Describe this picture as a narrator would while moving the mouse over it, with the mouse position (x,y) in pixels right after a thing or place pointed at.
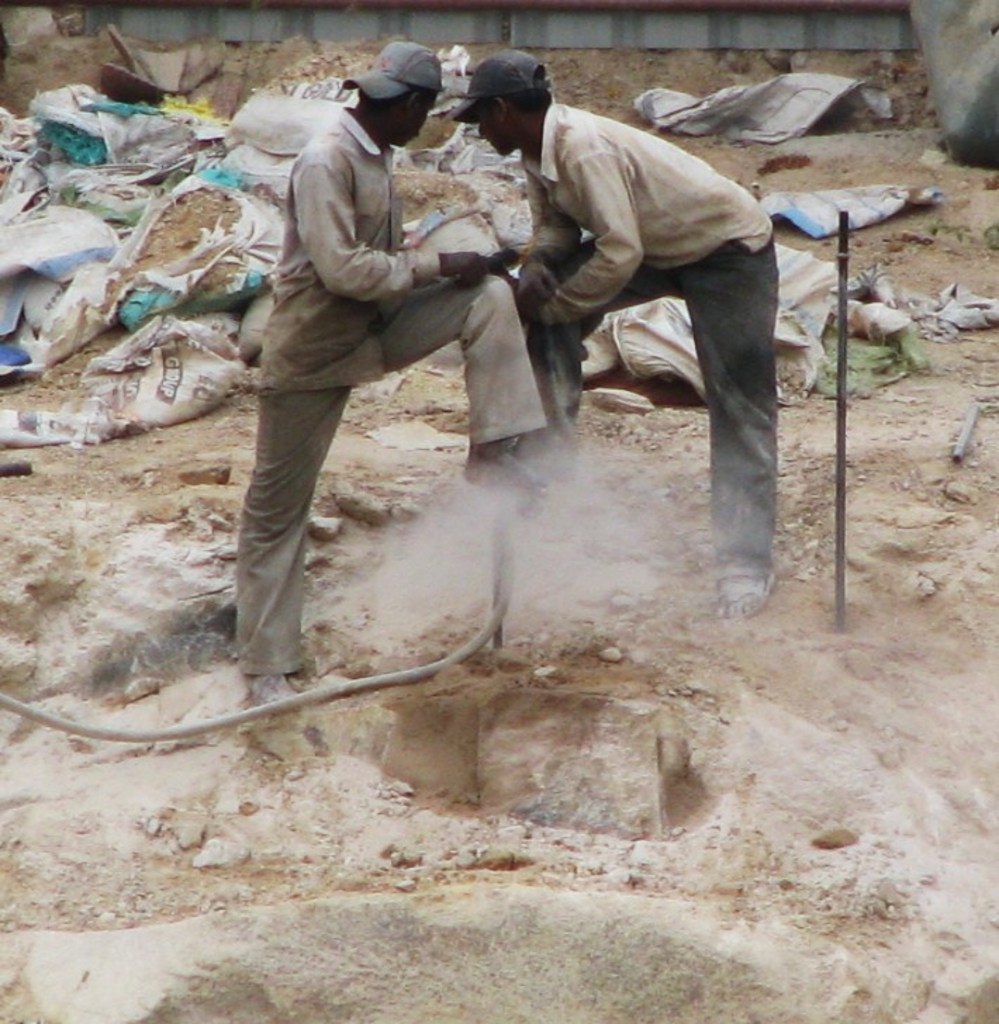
In this picture we can see two persons (744,322) are standing, at the bottom (632,821) there is a rock (582,896), we can see a pipe (134,731) in the middle (413,675), on the right side (839,542) there is a metal rod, we can see some bags (493,157) and soil (658,49) in the background (664,85).
